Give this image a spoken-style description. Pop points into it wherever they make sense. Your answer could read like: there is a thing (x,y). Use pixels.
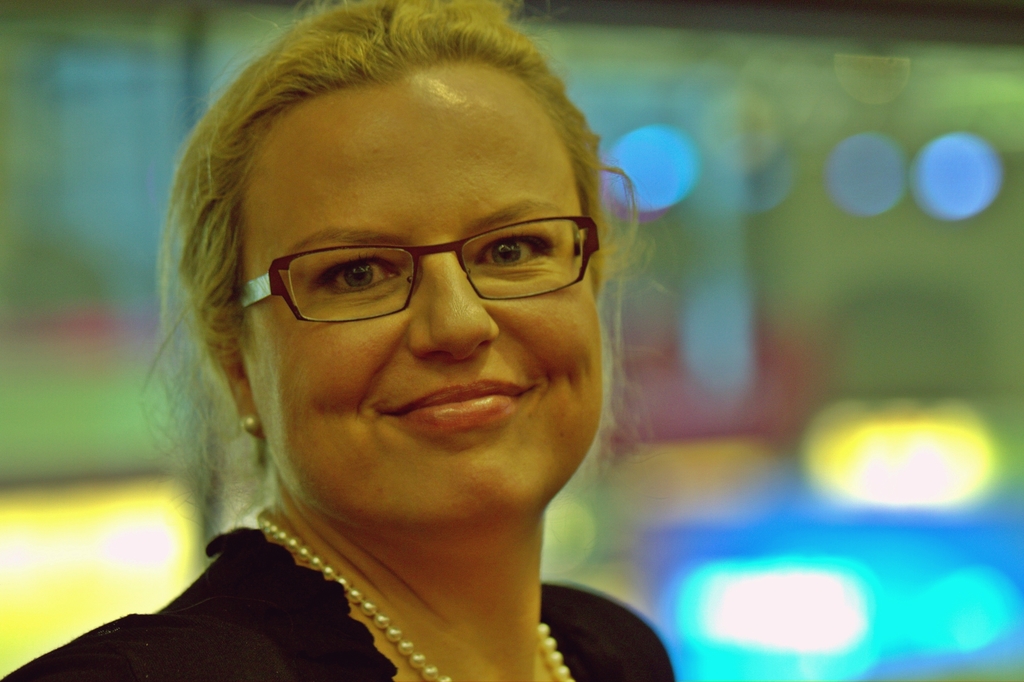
In this image I can see the person (232,574) with the black color dress (230,651) and specs (553,261). I can see the blurred background (692,599).
